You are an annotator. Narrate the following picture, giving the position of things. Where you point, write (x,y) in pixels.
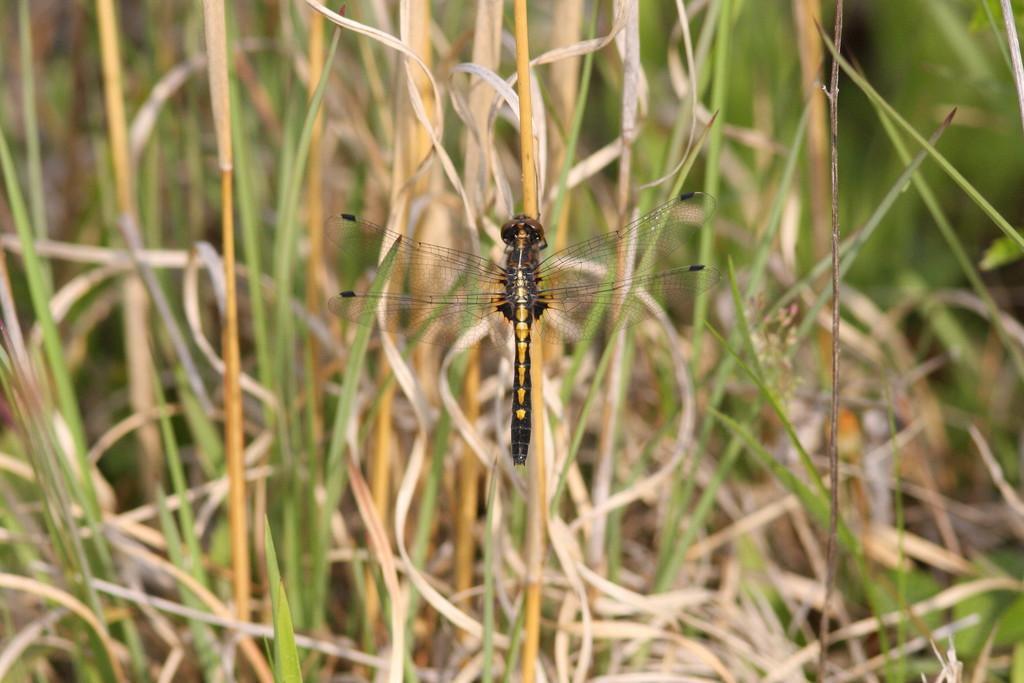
In the center of the image (533,242), we can see a dragonfly (471,271) and in the background (391,115), there is grass (555,369).
